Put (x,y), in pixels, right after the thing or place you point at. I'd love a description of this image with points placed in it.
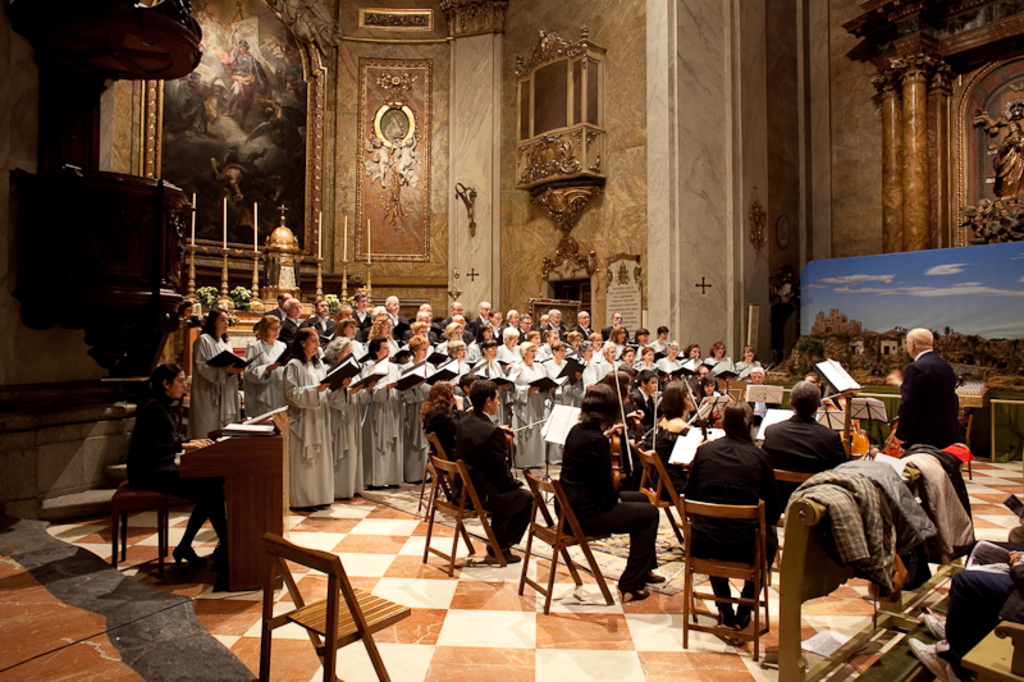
In this image we can see a group of people (490,368) are standing on the floor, and holding a book (336,382) in the hands (322,386), here are the group of people (497,456) sitting on the chairs (688,505), and holding an instrument (859,426) in the hands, here a man (904,423) is wearing the suit (904,435), here is the wall (521,195).
